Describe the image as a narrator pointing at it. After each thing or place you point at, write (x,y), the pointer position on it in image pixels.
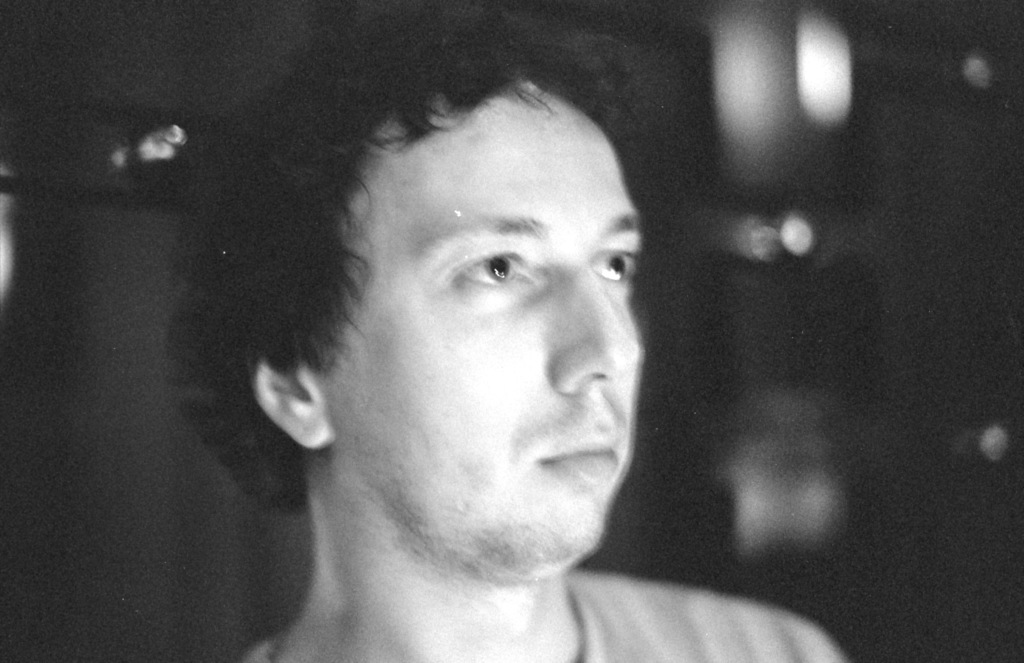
In this image there is a man (397,418) in the center (447,403) and the background (840,352) is blurry.
